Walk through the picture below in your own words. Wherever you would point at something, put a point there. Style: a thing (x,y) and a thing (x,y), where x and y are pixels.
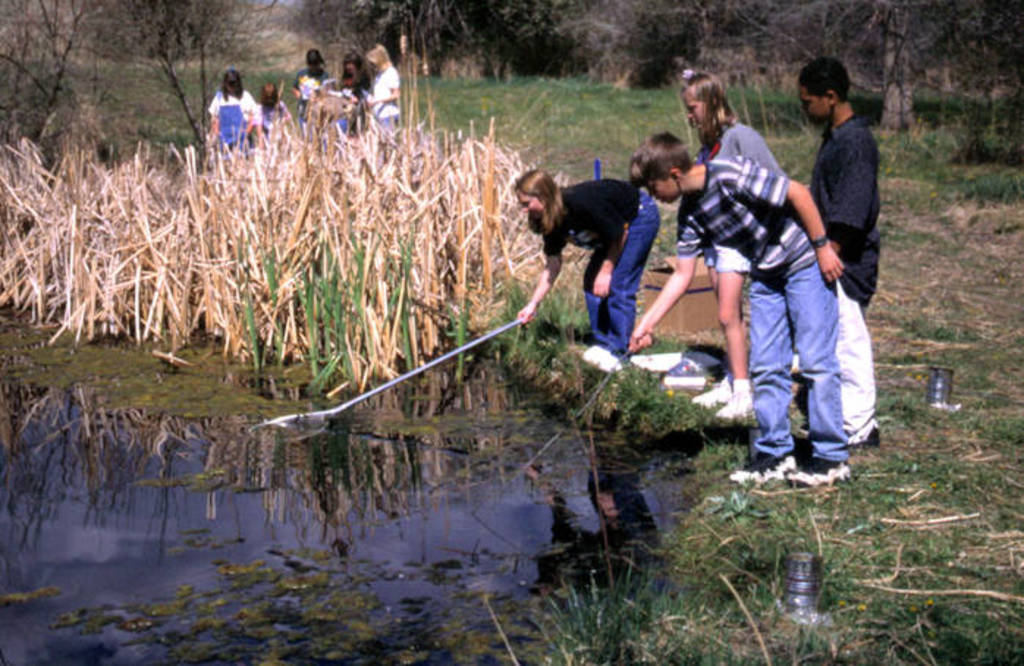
On left side of this image (159,488) there is a river (238,546). On the right side (770,316), I can see few people (652,314) are standing on the ground (784,489) facing towards the river (417,438). A woman (637,290) and a boy (805,376) are holding sticks (471,342) in the hands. It seems like they are fishing. On the ground (942,514) I can see the grass (885,522). In the background (230,120) there are some more people (300,96) standing and I can see many trees (231,20).
